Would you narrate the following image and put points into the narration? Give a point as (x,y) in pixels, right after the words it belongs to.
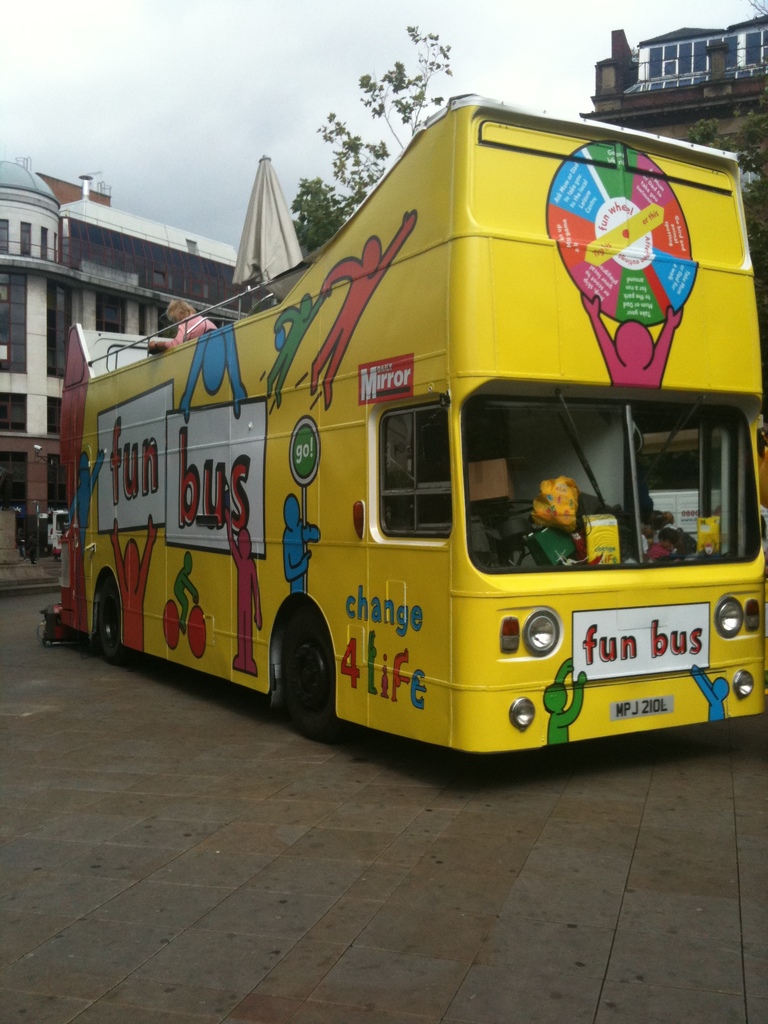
In the center of the image (373,529) we can see one bus (313,534) on the road (481,768). And in the bus (305,541), we can see a few people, boxes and a few other objects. And the bus (369,565) is in multi color. On the bus (160,517), it is written as "fun Bus". In the background (277,172) we can see the sky (226,239), clouds (322,162), buildings (213,262), trees (342,152), one outdoor umbrella (259,262), fence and a few other objects (62,626).
